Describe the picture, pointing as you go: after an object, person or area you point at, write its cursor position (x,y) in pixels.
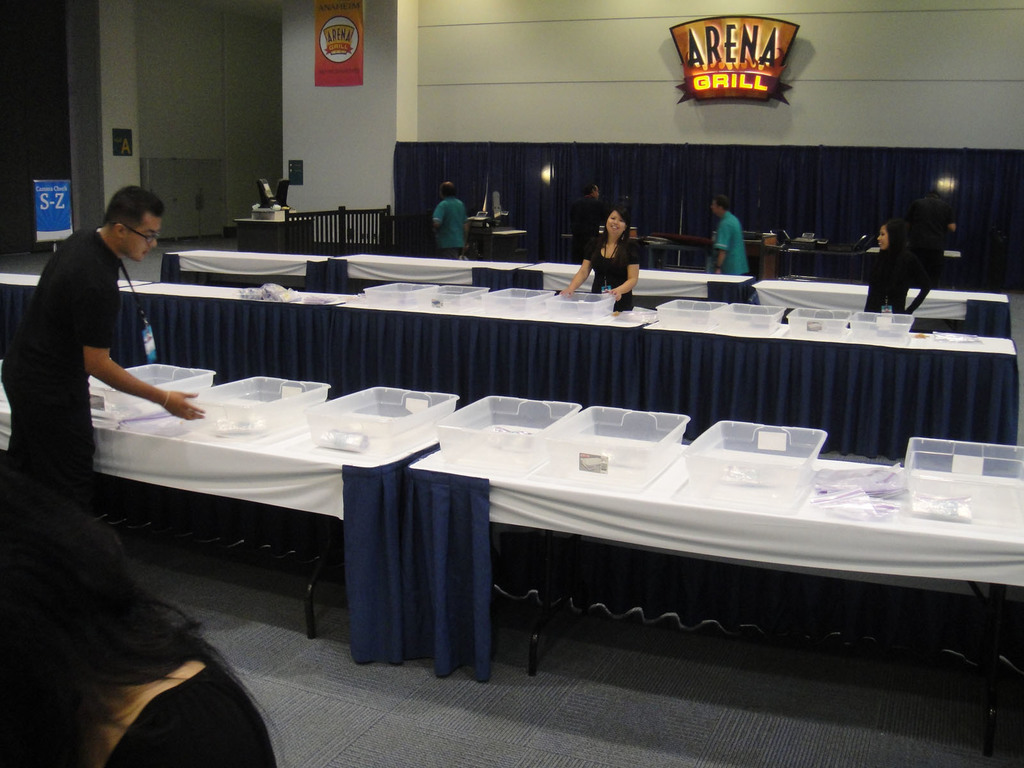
In this picture I can see plastic trays (531,442) and covers (838,479) on the tables (995,547), there are group of people (49,315) standing, there are boards (798,25), curtains (426,143) and some other items (795,243).
